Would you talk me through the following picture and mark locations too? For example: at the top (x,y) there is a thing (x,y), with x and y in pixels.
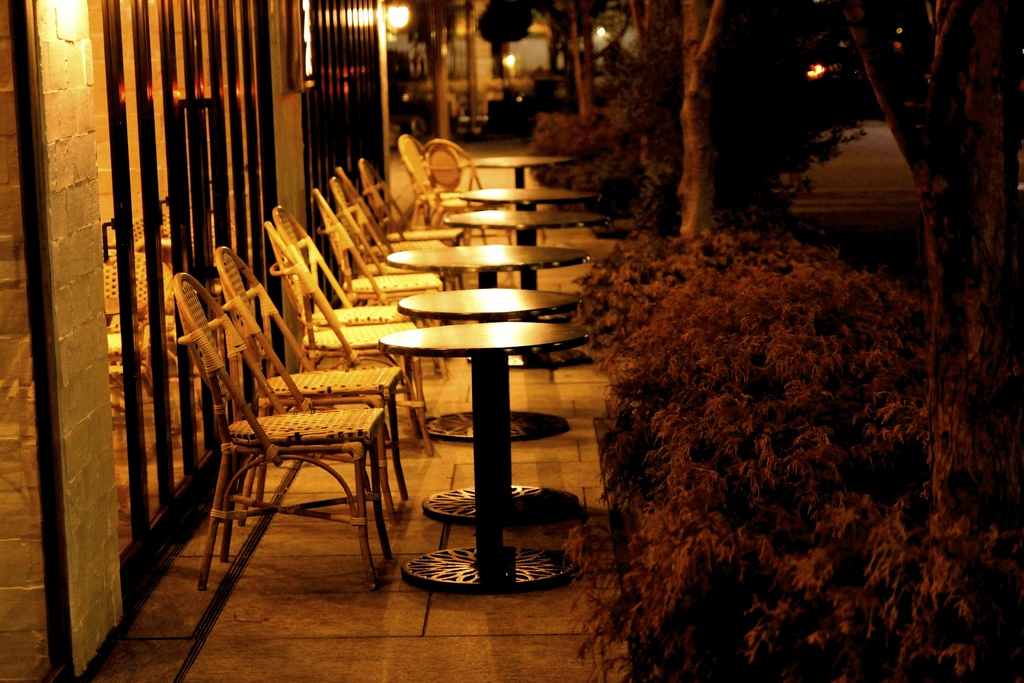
In this image we can see many chairs (348,352) and tables (495,306). There are many plants (639,268) in the image. There are few trees (927,337) in the image. There are few houses (467,95) in the image. There are few lights (403,22) in the image.
